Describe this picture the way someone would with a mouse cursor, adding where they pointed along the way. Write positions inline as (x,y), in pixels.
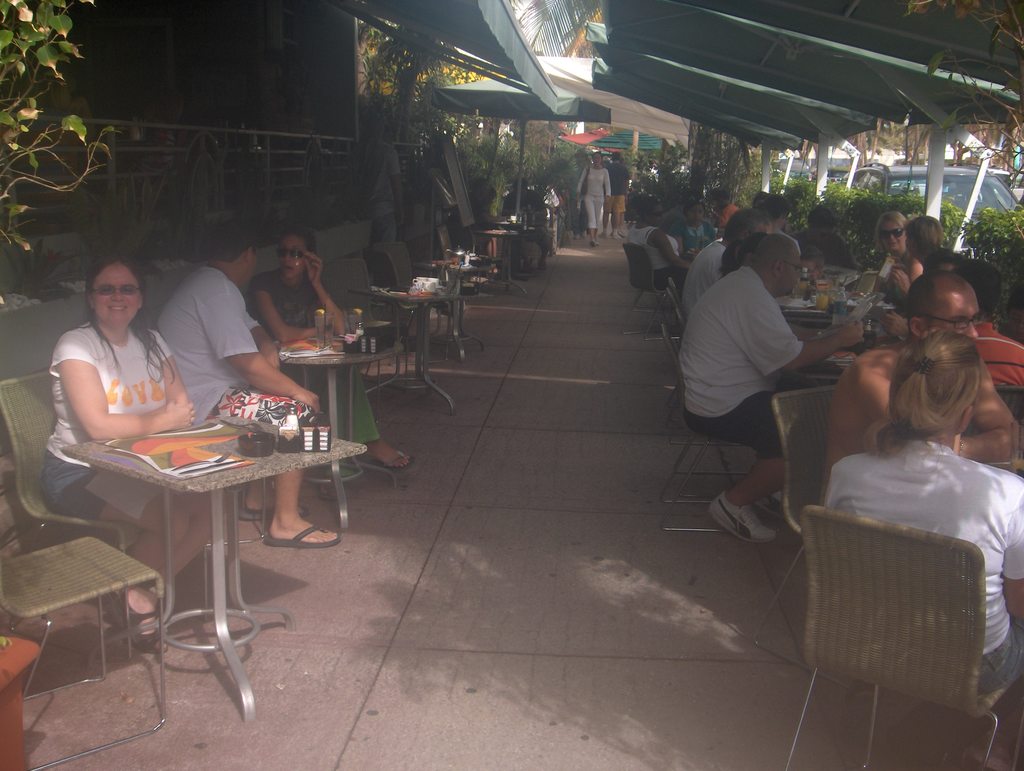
In this picture we can see group of people (749,224) sitting on chair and some are walking and in front of them there is table (239,483) and on table (300,469) we can see bowls (268,451), papers (196,443), bottles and in background (524,59) we can see sun shades (442,9), trees (533,15), fence (355,139), cars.
